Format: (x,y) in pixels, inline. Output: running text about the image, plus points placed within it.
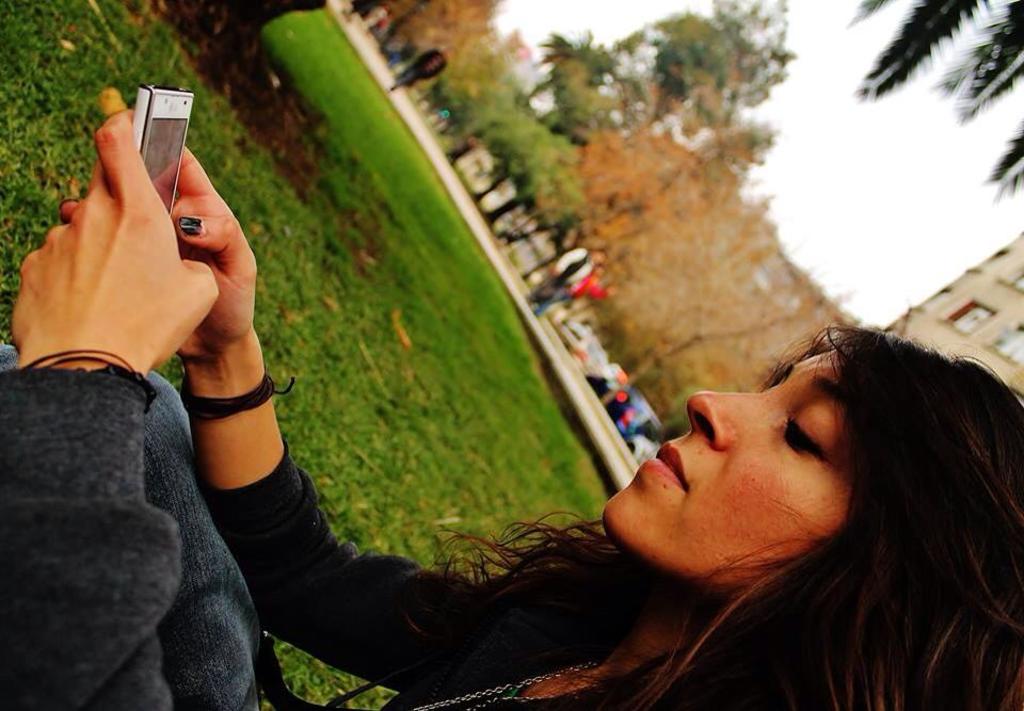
In the foreground of the picture (557,611) there is a woman (296,509) holding a mobile (155,178). In the center (407,370) there is grass (381,300). In the background of the picture (523,154) there are trees (556,204), people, vehicles (636,415) and building (981,303).
